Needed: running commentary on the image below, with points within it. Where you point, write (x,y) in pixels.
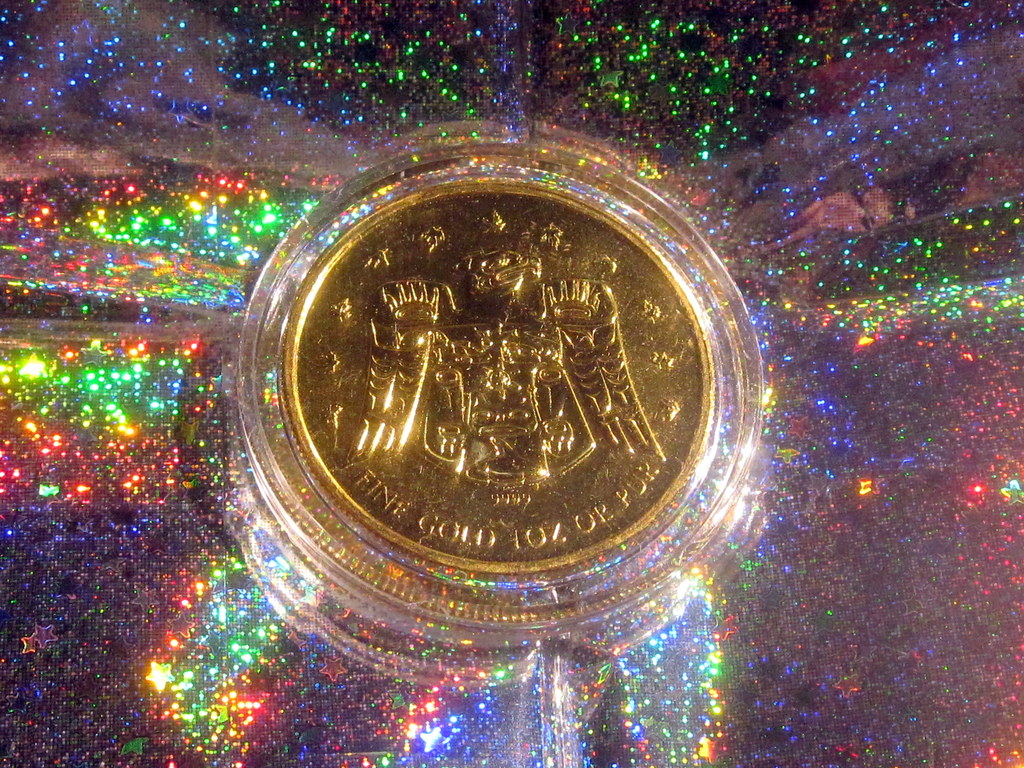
In this image I can see a gold coin (488,424). Back I can see few stars (27,650) and the colorful background (39,659).
